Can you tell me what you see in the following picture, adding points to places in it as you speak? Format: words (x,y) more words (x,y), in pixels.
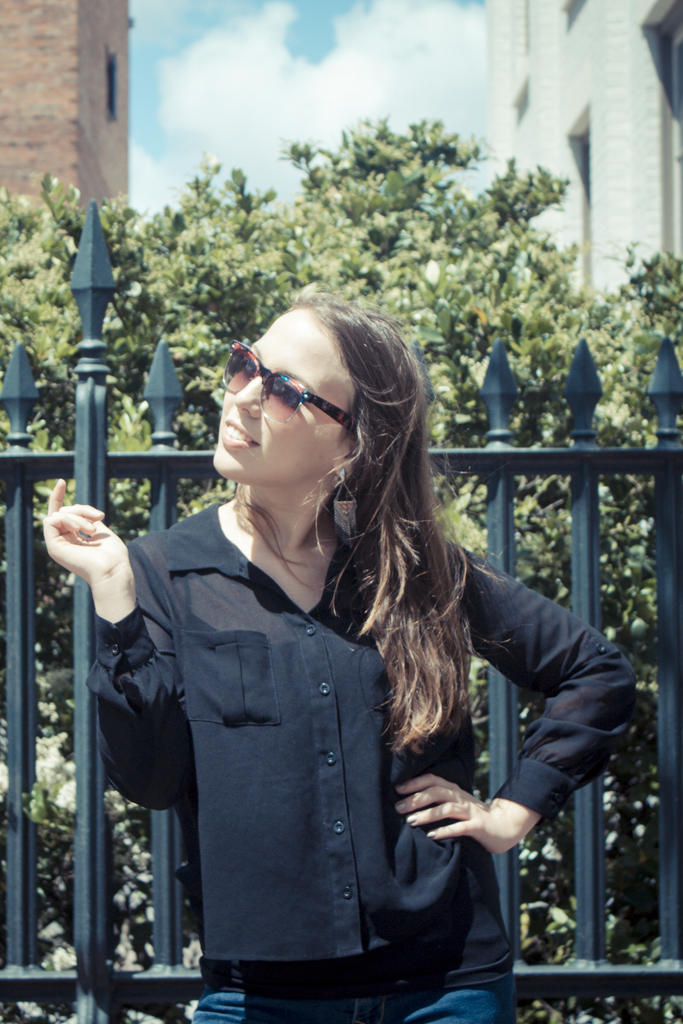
In this image a woman (204,772) wearing a black shirt (283,800) is having goggles (275,373). Behind her there is a fence (671,515). There are few plants (233,311). Behind there are few buildings (628,142). Top of image (306,50) is sky (316,68) with some clouds (334,65).
